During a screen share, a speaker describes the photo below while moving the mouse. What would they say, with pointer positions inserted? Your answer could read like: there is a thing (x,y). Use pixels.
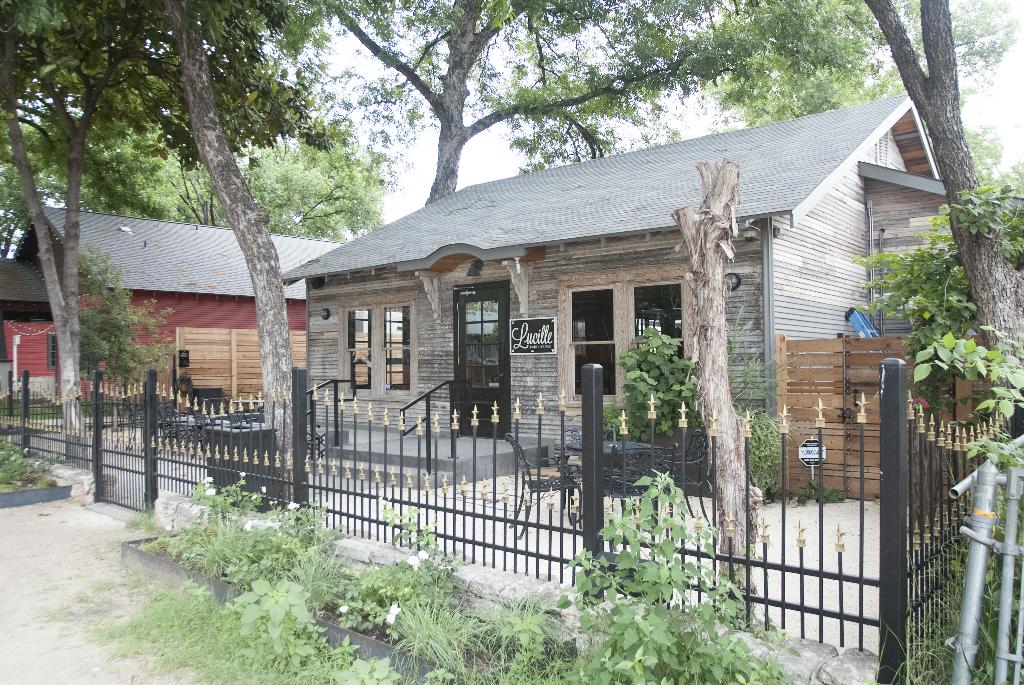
In this image in the front (195,553) there are plants (630,645). In the center (399,425) there is fence (590,423). In the background (196,267) there are houses (215,279) and trees (354,183) and the sky (516,78) is cloudy. On the right side (979,478) there are objects (986,539) which are silver in colour.
